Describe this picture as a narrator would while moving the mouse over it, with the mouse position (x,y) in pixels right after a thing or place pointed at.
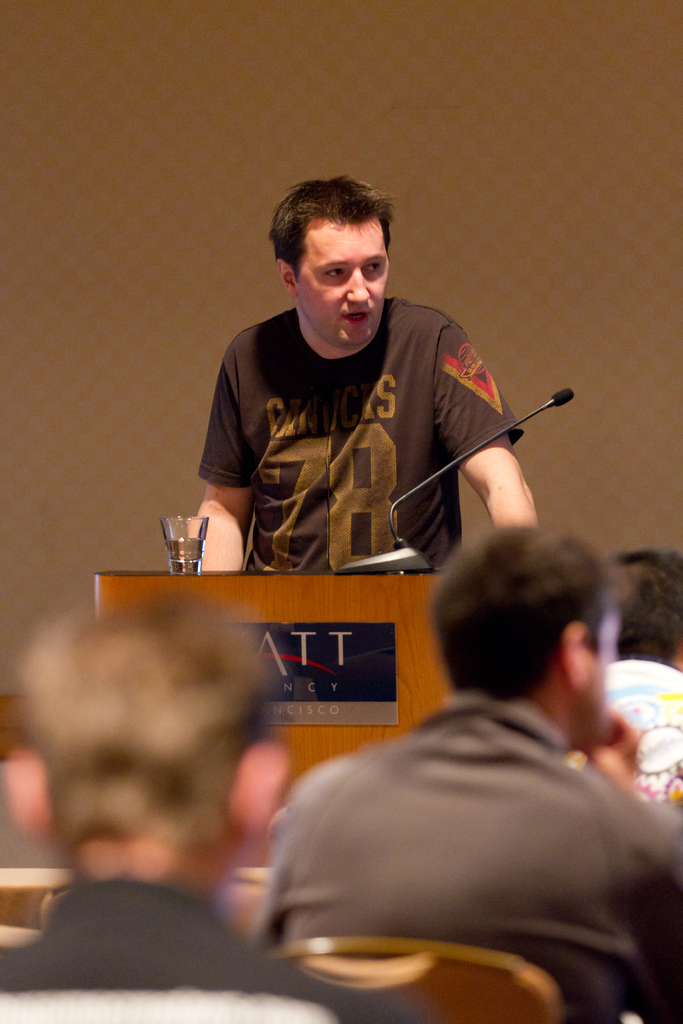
Background (572,20) portion of the picture is in brown color. In this picture we can see a man (424,374) wearing a t-shirt (426,350) and he is standing. On the podium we can see a microphone (399,552), glass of water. We can see a board (379,708). In this picture we can see the people (408,860) sitting on the chairs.
